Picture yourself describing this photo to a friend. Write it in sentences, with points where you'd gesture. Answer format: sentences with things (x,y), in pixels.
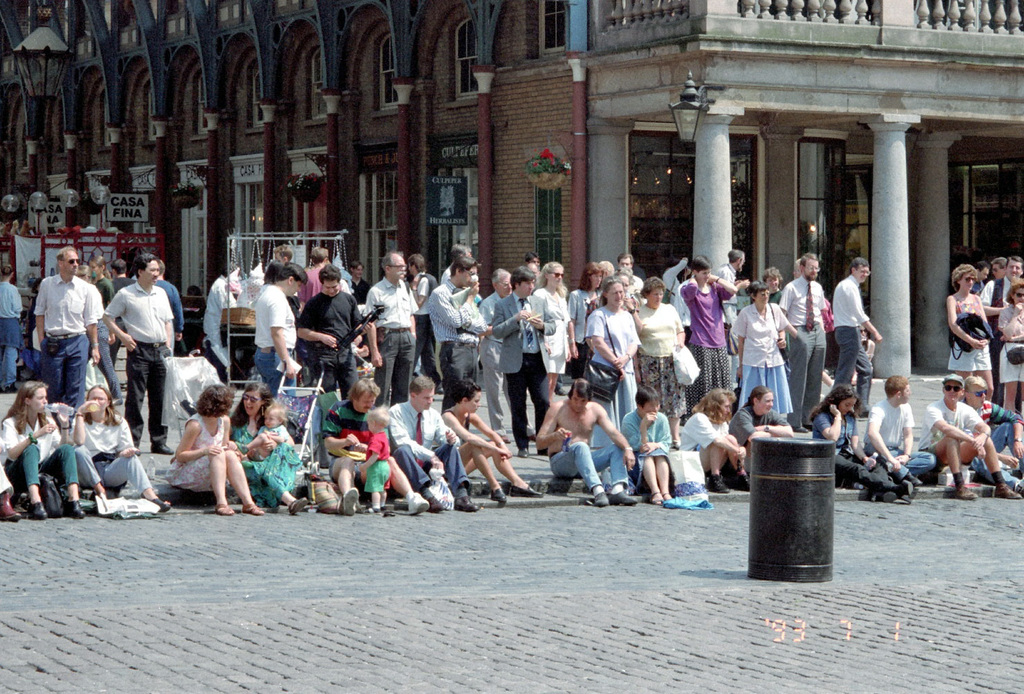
Here in this picture in the middle (347,396) we can see number of people (485,434) sitting and standing on the ground (722,517) and in front of them we can see a drum (791,461) present and behind them we can see a building (366,179) with number of windows (179,21) present and we can see some people (76,297) are wearing goggles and carrying bags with them and we can also see hoardings (142,208) present on the building (495,256) and in the front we can see pillars (882,212) present and we can also see light posts (694,113) present.
